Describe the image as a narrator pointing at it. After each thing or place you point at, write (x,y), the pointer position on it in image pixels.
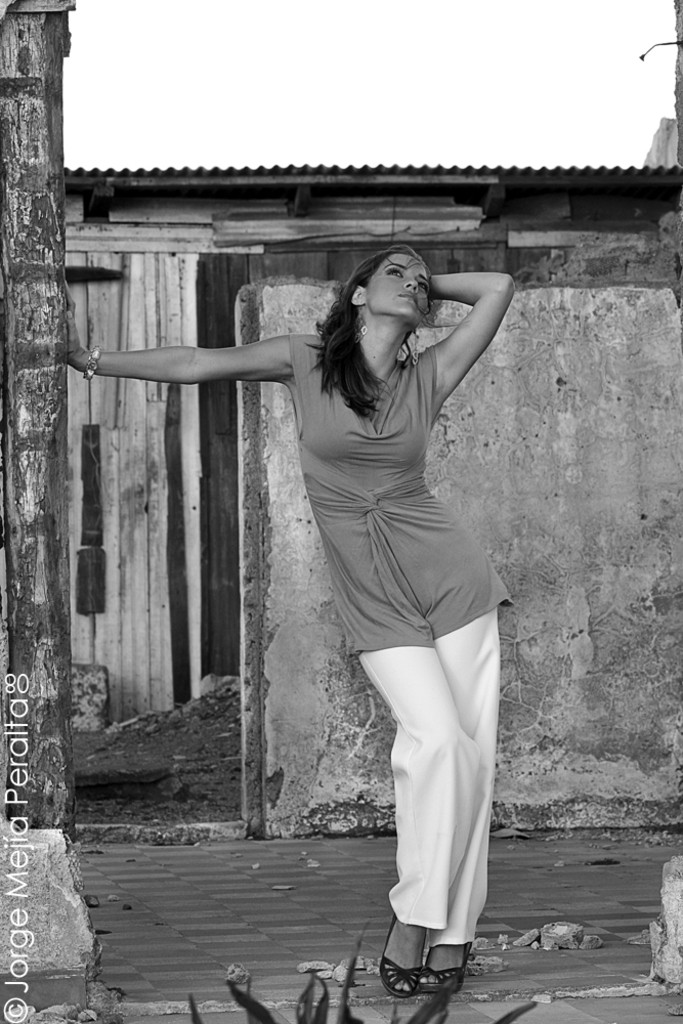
In this image, in the middle (356,555) we can see a woman (379,471) standing, on the left side (77,913), we can see a pillar (52,867). In the background (540,444), we can see the wall (598,375) and we can see the shed (264,177). At the top (417,34) we can see the sky (383,19).
